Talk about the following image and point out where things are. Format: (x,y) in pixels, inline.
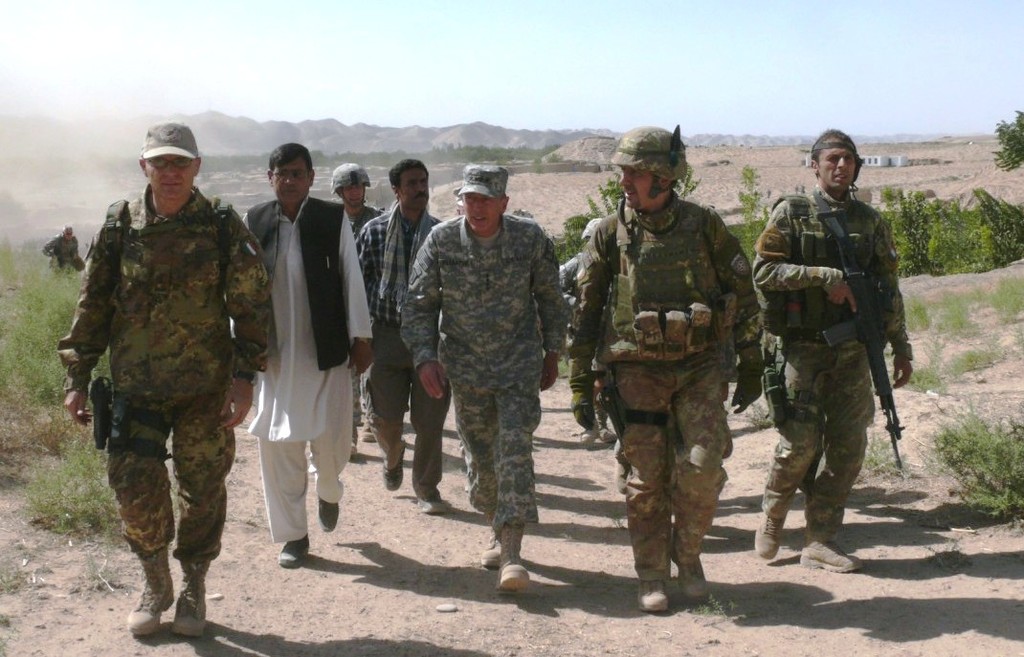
In this image, we can see a group of people (652,405) are walking through the walkway (710,603). Here we can see plants (1023,293) and ground (57,602). In the background (880,167), there are so many trees (1006,209), houses (899,161), hills (778,141) and sky (670,46).
